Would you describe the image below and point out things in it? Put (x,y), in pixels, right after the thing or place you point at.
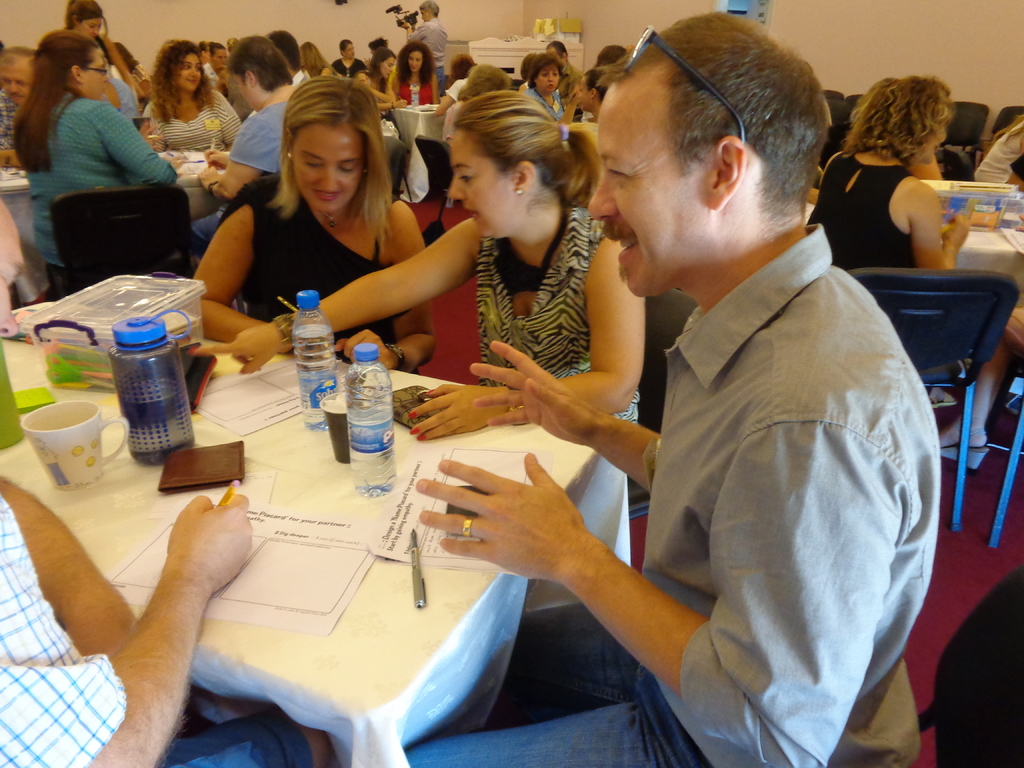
This picture is clicked inside the room (753,295). In the center (620,361) we can see the group of persons (635,253) sitting on the chairs (646,389) and we can see the tables (428,634) on the top of with water bottles (348,375), papers (487,454), pens (417,548), wallet (220,468), cup (78,428), box (71,332) and many other items (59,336) are placed. In the background (429,15) there is a person (429,30) holding a camera (407,22) and standing on the ground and we can see the wall (521,7) and many other objects (529,51).
